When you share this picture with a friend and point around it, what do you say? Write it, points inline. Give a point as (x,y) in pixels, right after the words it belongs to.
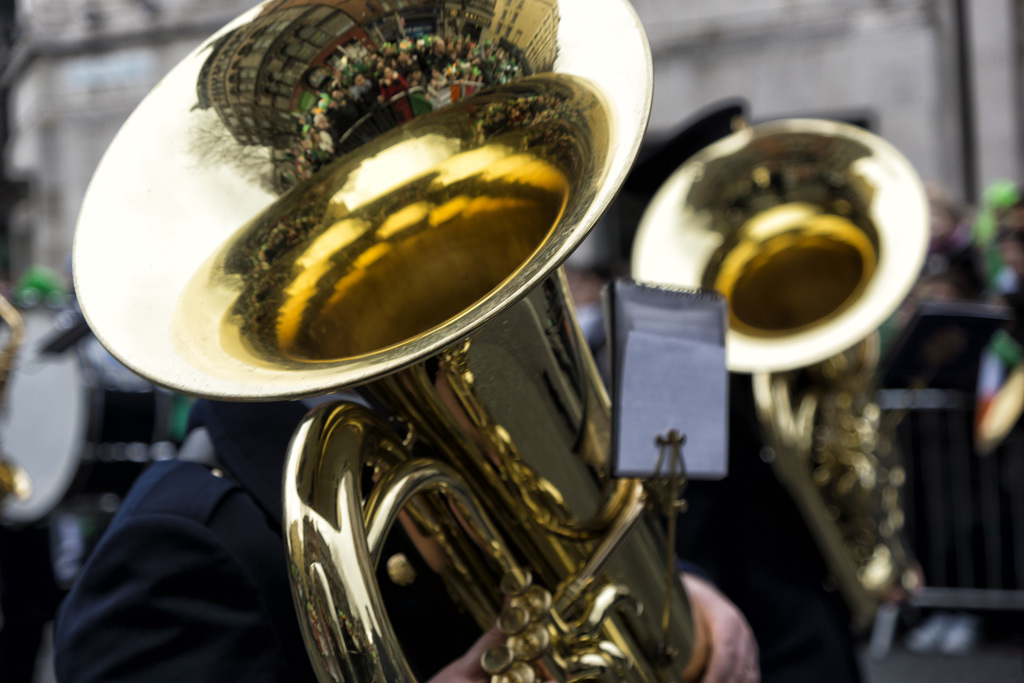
In this picture we can see tubas (530,528) and in the background (802,564) we can see people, musical drum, fence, wall (1018,135), pipe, some objects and it is blurry.
